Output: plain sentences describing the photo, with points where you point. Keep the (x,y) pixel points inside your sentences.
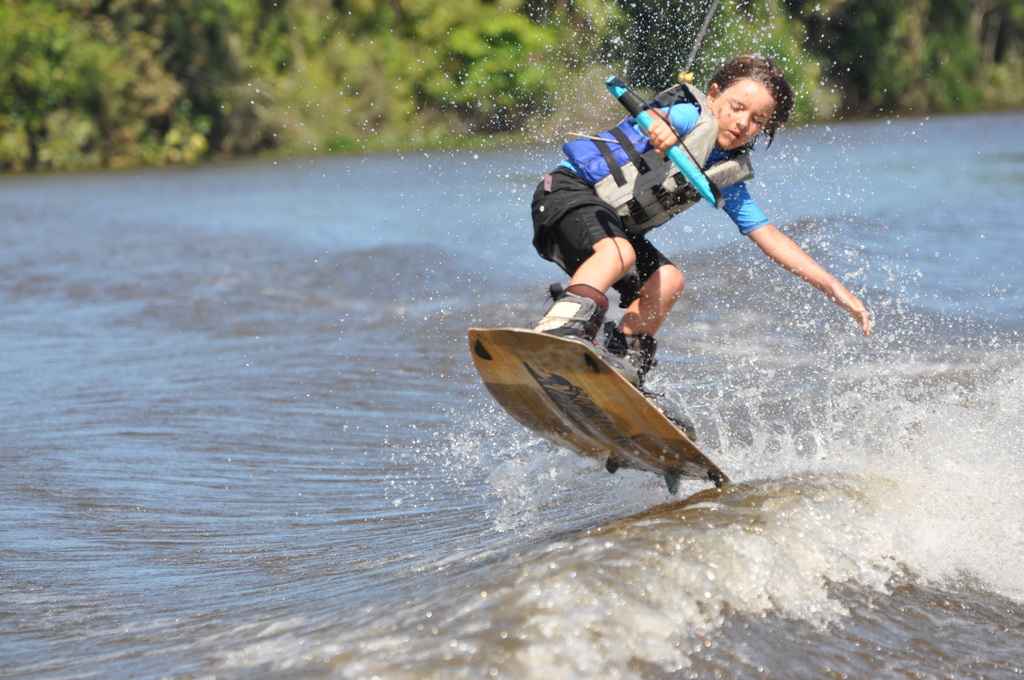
In this image there is a child (655,183) holding an object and standing on the surfing board (582,397), which is above the river (548,491). In the background (382,28) there are trees (474,82).
